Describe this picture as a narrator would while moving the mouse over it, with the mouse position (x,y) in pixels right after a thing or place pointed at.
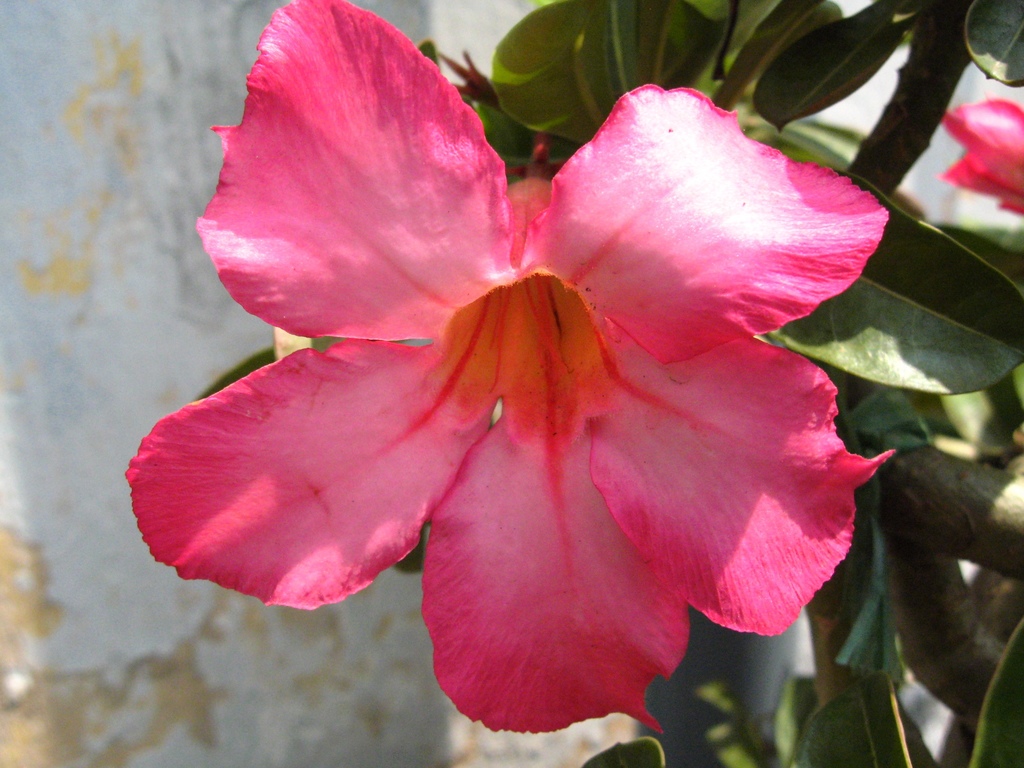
In the foreground of the picture (586,399) there is a flower (634,326). On the right (683,26) there are leaves (852,754) and a flower (964,132). On the left (117,288) it is wall (93,334).
